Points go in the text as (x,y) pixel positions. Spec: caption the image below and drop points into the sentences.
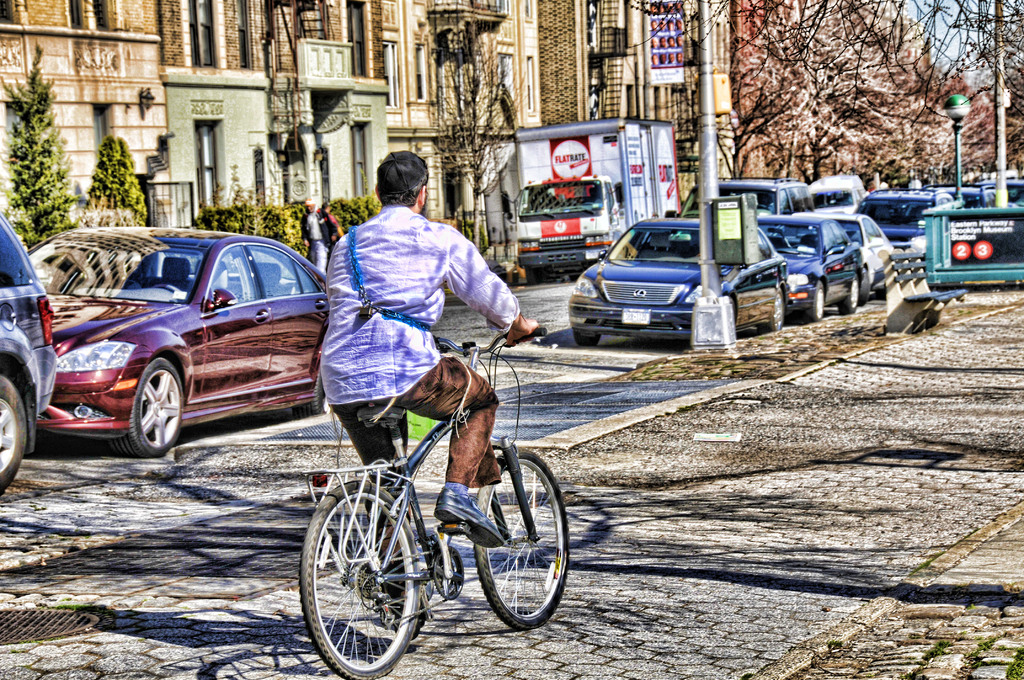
In this image the person (402,249) is riding the bicycle (515,580) on the left side (161,288) there are so many cars (67,308) is parked and one truck (534,202) is also there and behind the cars (109,287) there are some buildings (438,59) and trees (138,185) are there and some current poles (713,312) are also there on the path (703,371) and the background (812,125) is sunny.
